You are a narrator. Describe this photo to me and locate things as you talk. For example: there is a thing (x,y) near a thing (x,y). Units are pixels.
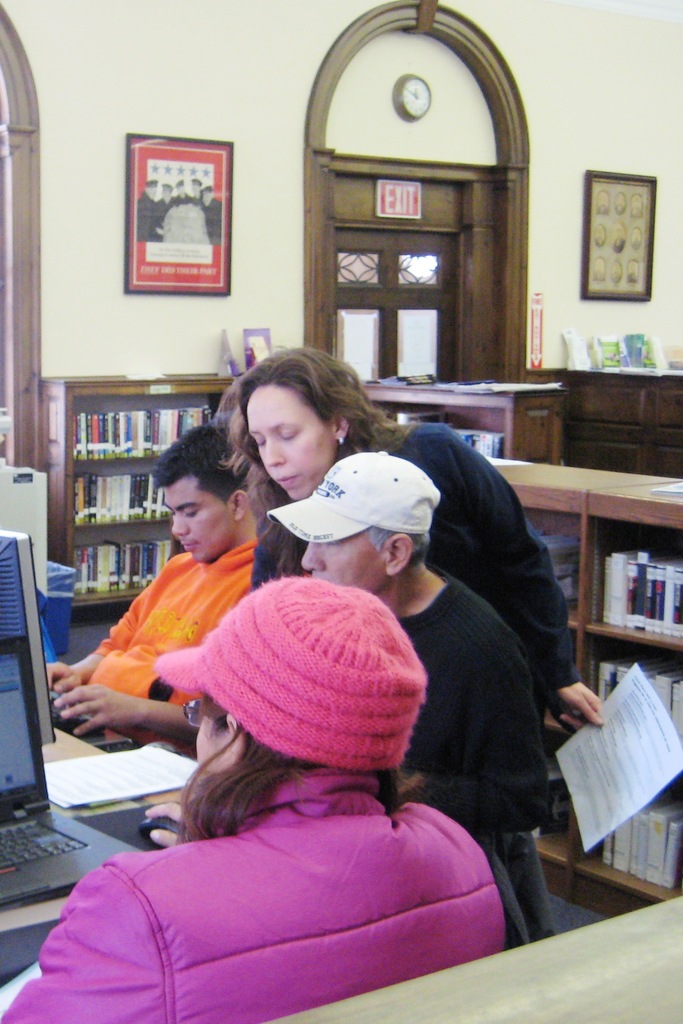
In this image there are a few people (340,635) sitting and standing, one of them is holding papers (630,746) in her hand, in front of them there is a table (62,812) with monitor (12,554), laptop (46,868), mouse (158,829), mouse pad (109,820) and a few other objects (165,779) on top of it, behind them there are so many racks (491,406) stored with books (655,601) and there are few objects (480,386) on it. In the background (496,300) there are doors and few frames (630,194) are hanging on the wall (566,210).
